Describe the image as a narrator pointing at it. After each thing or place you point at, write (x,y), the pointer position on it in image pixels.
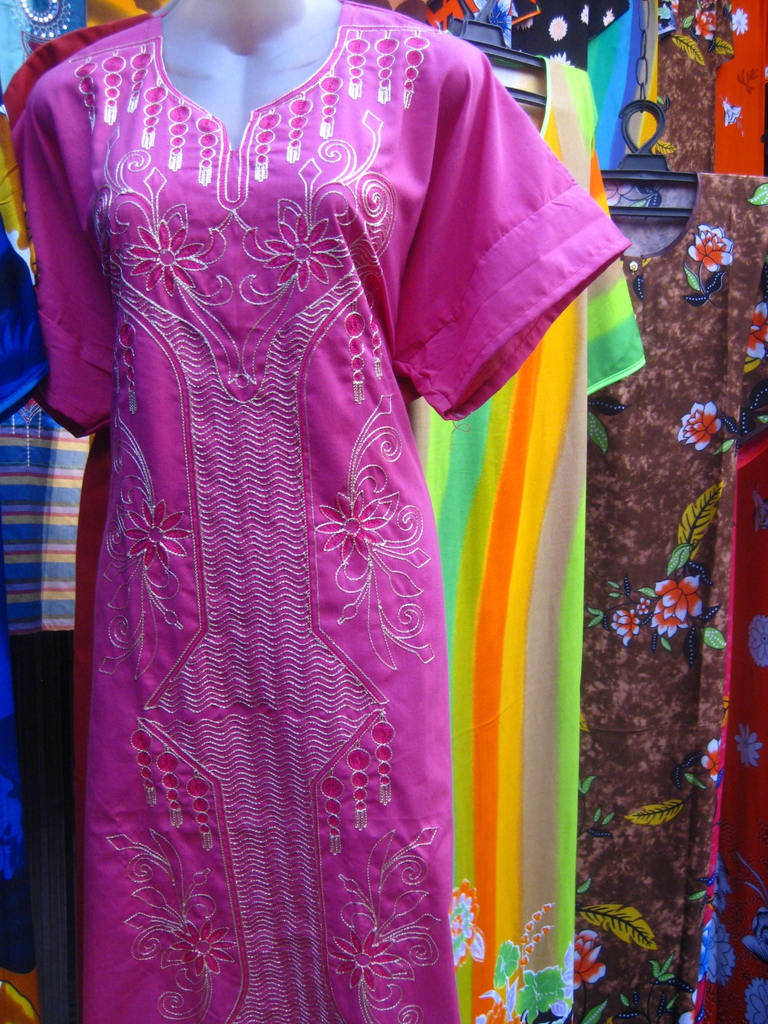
In this image there is a dress (206,406) on the mannequin (215,105). Behind it there are a few dresses (544,348) on the hangers (661,153).
